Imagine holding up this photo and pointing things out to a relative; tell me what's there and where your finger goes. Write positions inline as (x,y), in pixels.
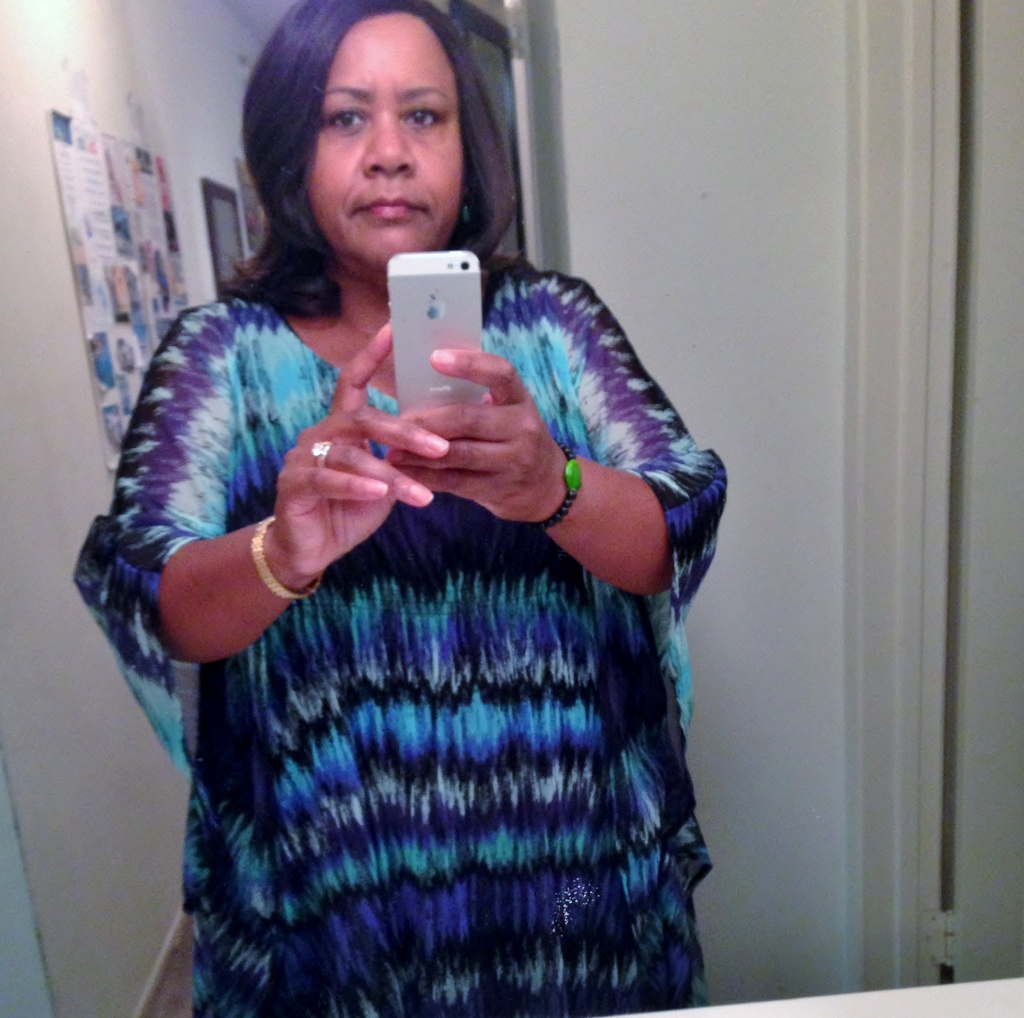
In this image, I can see a mirror (906,895) with the reflection (499,856) of a woman (490,802) standing and holding a mobile (430,306). On the right side of the image (937,370), It looks like a door (1014,589). On the left side of the image (132,370), I can see a poster (156,276) and a photo frame (207,212) are attached to the wall (122,127).
